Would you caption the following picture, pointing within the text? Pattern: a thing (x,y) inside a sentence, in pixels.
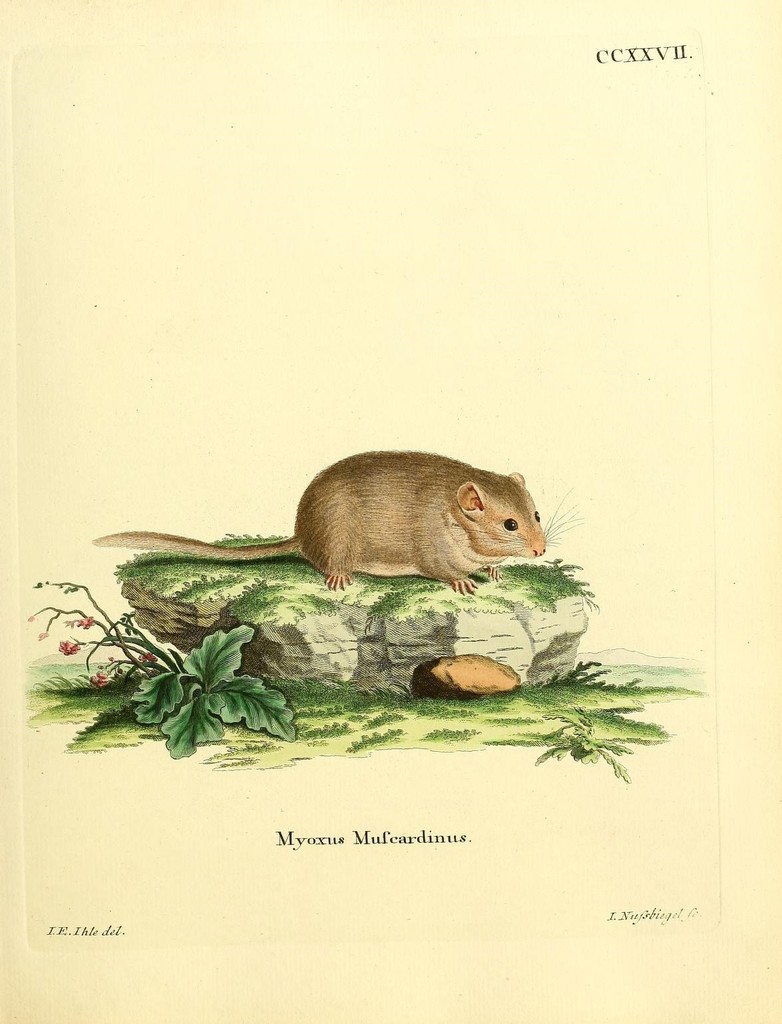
In this image I can see a paper (250,147) in white color, in the paper (557,645) I can see a stone (512,635), on the stone (498,634) I can see a rat (394,515) in brown color, left I can see small plant (179,725) in green color.
